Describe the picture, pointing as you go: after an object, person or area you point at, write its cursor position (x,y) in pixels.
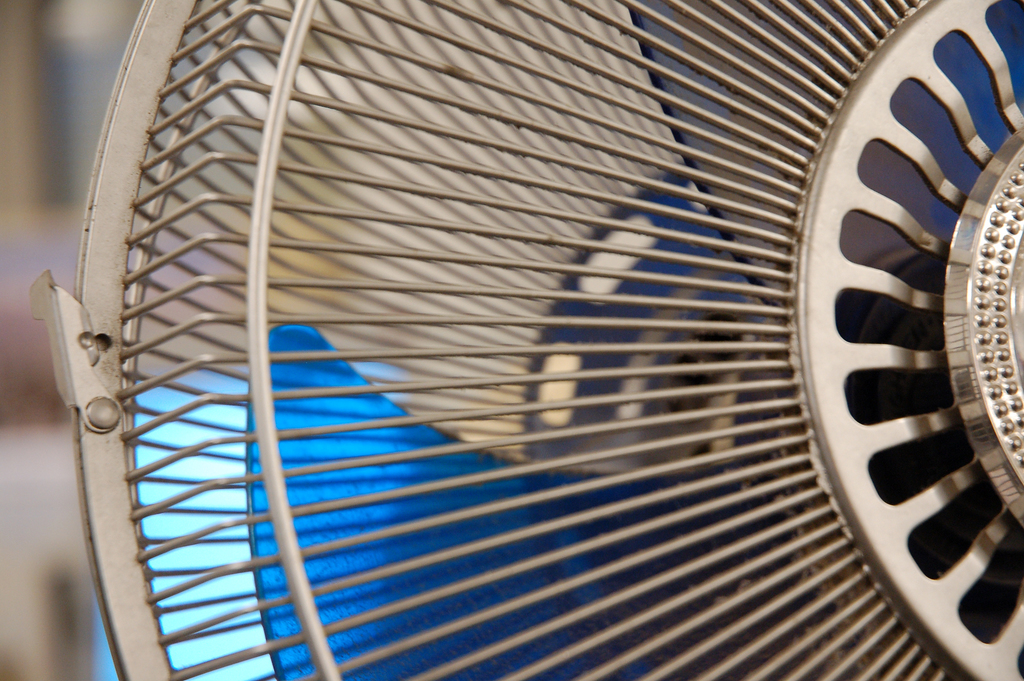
In this image I can see the table fan (688,385) and I can see the blurred background (21,106).
